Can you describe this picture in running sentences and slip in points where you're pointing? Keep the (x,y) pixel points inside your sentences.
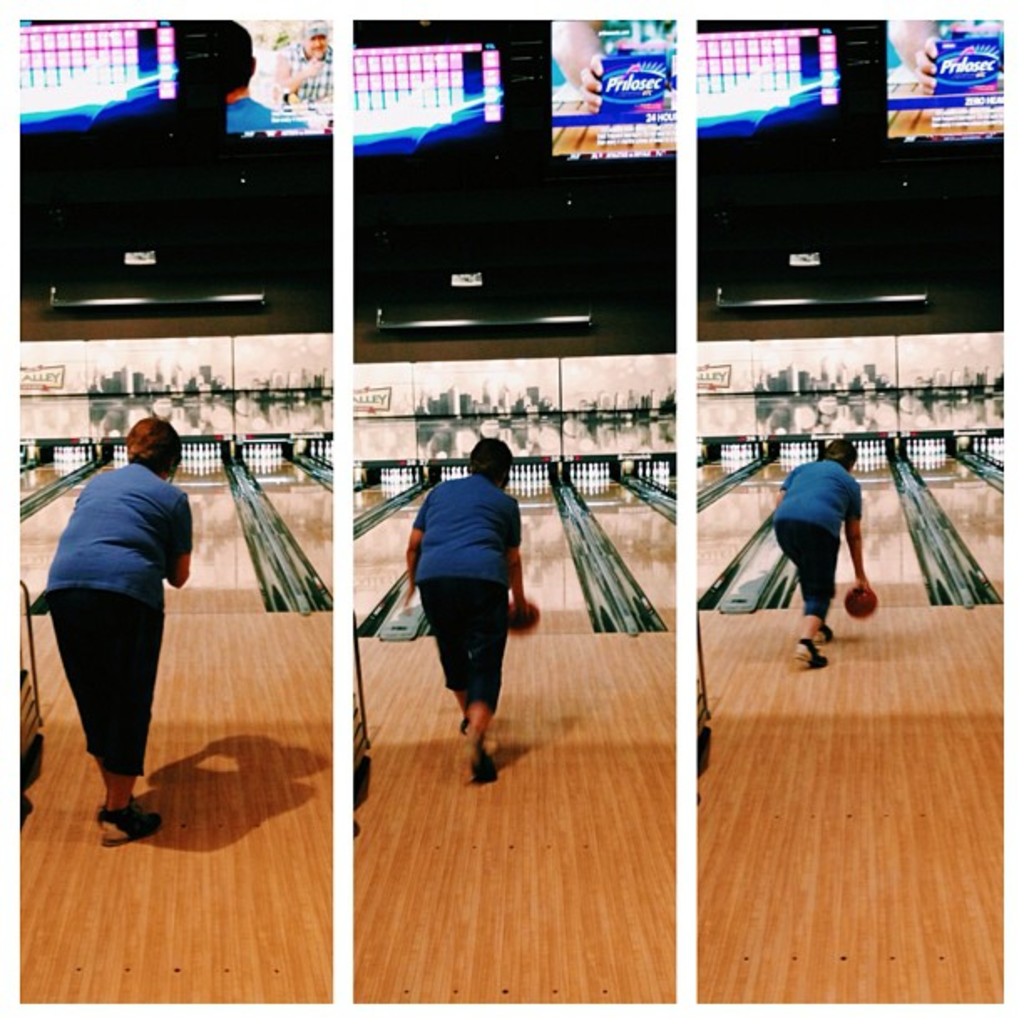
At the top of the image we can see the collage picture of a TV screen (924,146). At the bottom of the image (474,693) we can see the collage picture a person (862,587) doing bowling.
